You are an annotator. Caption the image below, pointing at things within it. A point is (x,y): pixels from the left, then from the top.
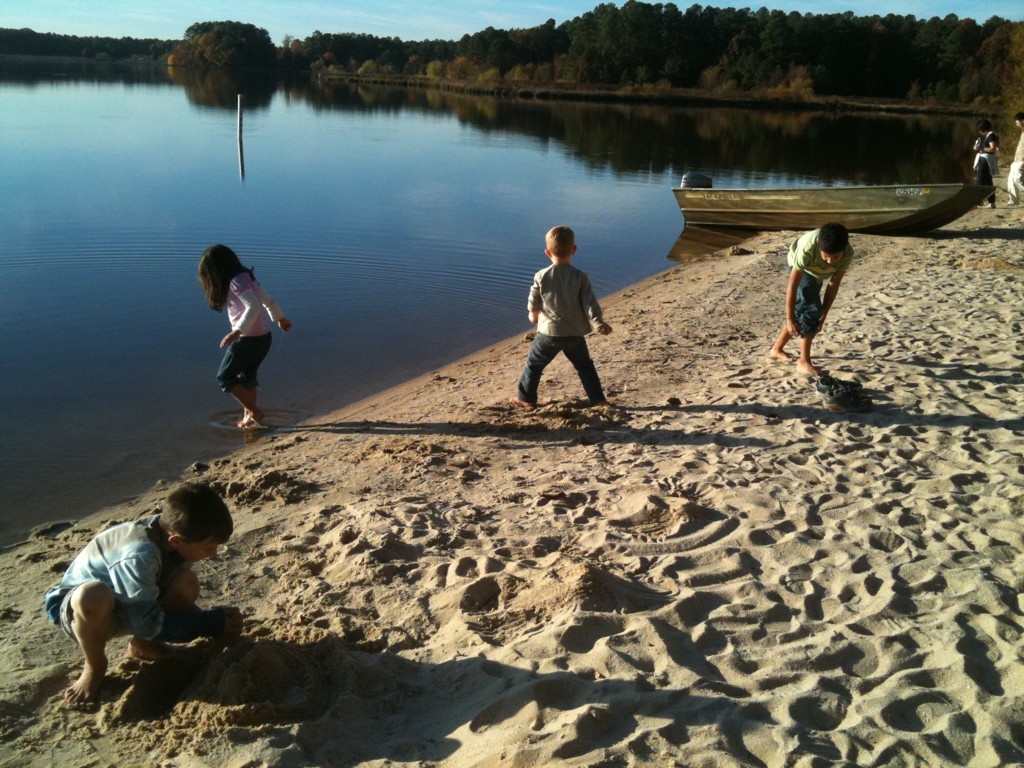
In this image we can see there are children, sand (385,606) and a boat (919,212). There is water (296,263). There are trees (417,64). In the background (415,15) we can see the sky (408,27).
